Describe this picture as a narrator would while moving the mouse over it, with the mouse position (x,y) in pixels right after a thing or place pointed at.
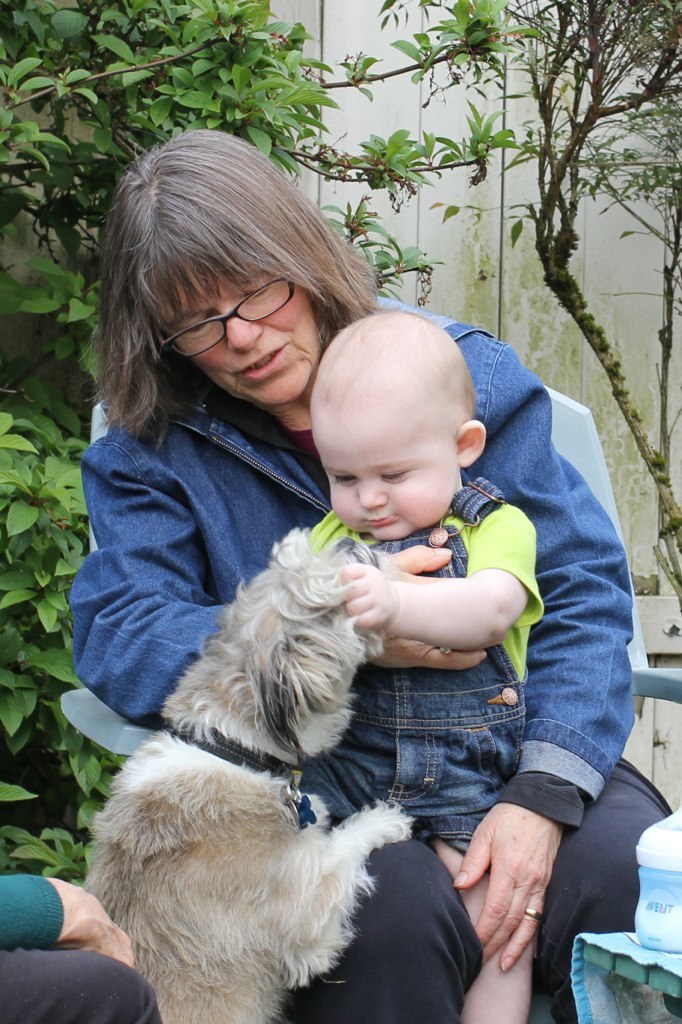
In this picture one woman (369,312) is sitting on a chair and holding a baby (424,611) and the baby (421,677) is playing with the dog (247,778) and beside them one person (88,928) is sitting and in front of them there is a table (647,980) one bottle (652,928) is there and back side there are some trees (313,97).
